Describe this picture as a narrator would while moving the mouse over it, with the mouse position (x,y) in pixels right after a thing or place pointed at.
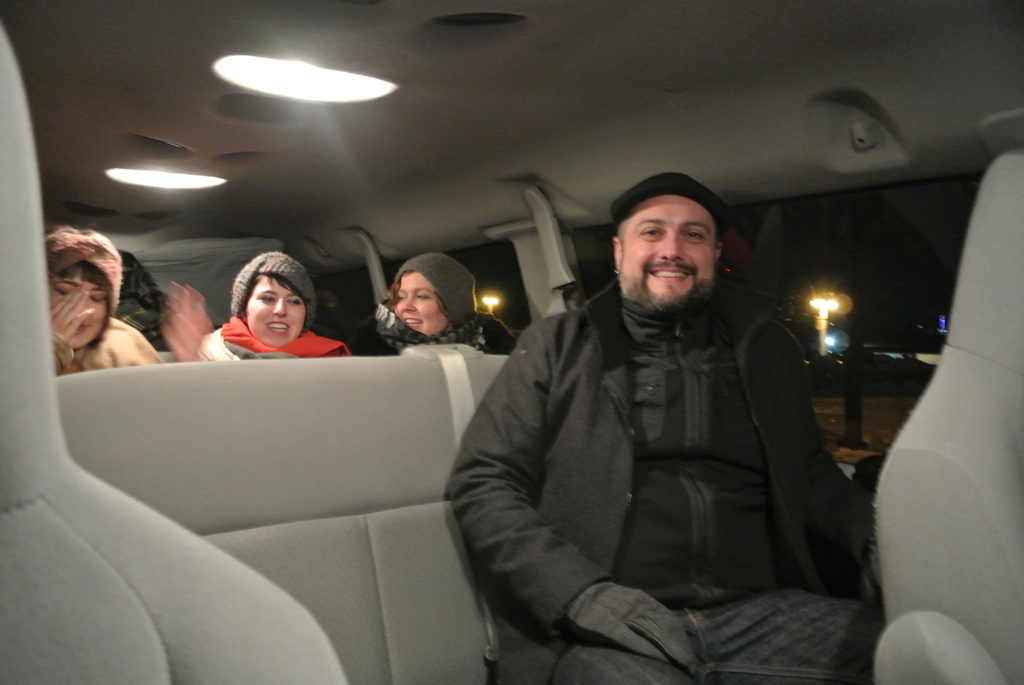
We can see persons (270,323) smiling and sitting on chairs (373,449) inside a vehicle (325,164). These are lights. This man (657,638) is wearing gloves (620,602) to his hand (642,610) and also a cap (659,189).
